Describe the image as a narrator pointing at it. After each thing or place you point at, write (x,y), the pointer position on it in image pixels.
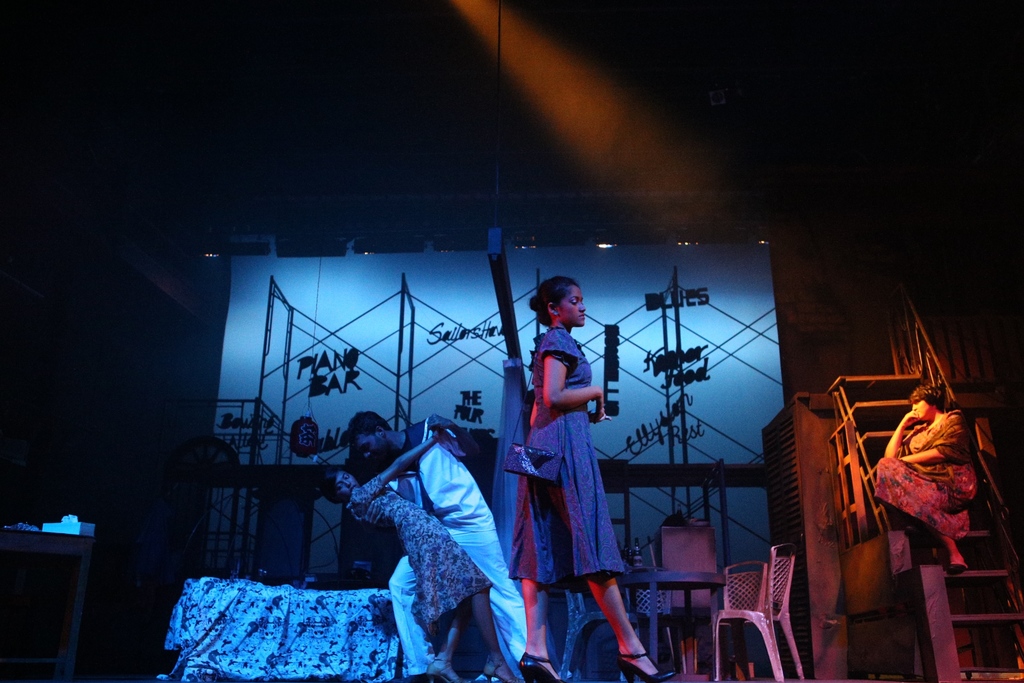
In the center of the image (387,452) there are three people (453,519). In the background of the image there is a screen (227,413) with some text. There is a table (682,583). There are chairs (773,625). To the right side of the image (857,553) there are staircase (839,382). There is a lady (946,485) sitting on it. To the left side of the image (26,528) there is a table (64,546) on which there are objects (46,528).
